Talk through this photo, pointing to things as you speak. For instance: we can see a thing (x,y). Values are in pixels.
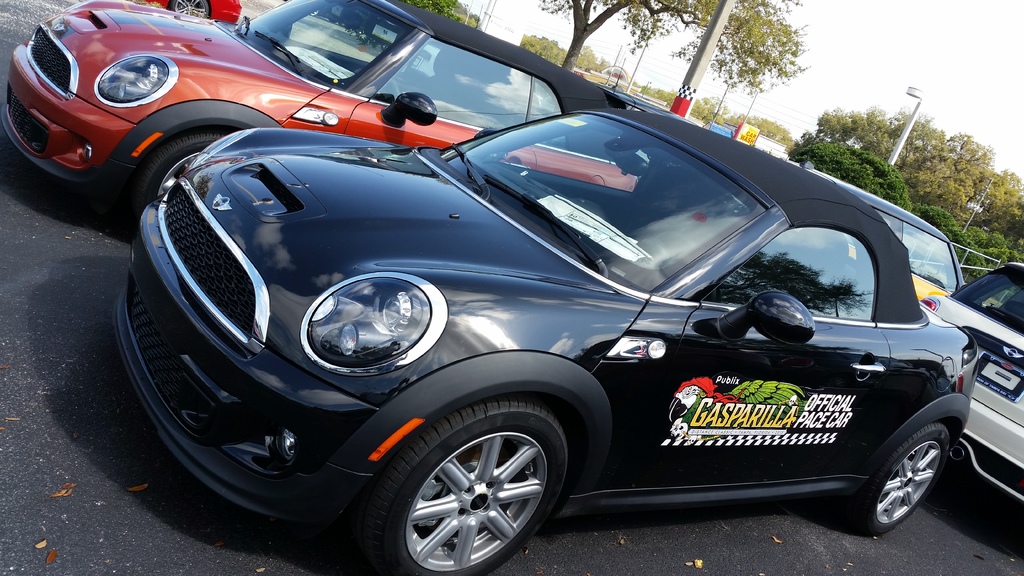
There are vehicles (135,45) in different colors on the road (118,531). In the background (655,81), there are poles (701,73), trees (1006,214), hoardings (747,128) and there is sky (929,96).
